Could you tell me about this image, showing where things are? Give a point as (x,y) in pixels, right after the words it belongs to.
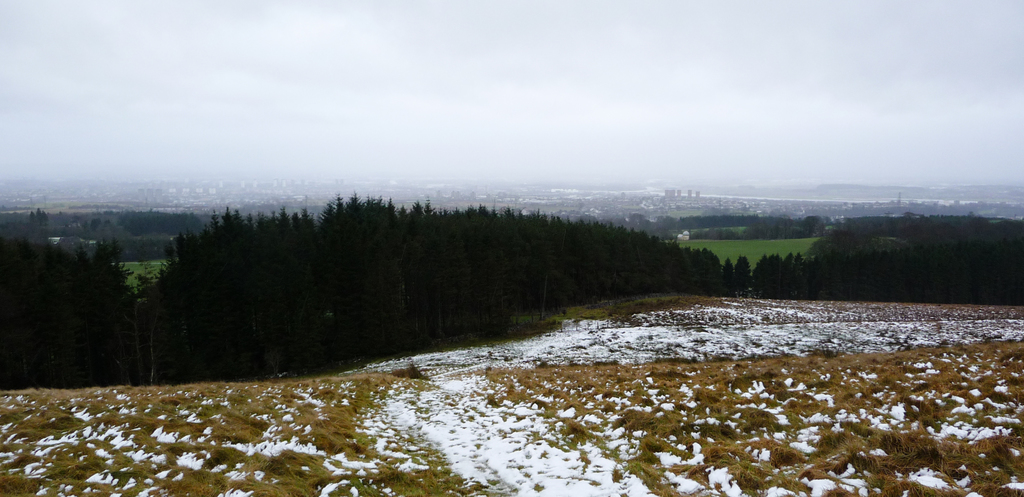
In this image at the bottom (631,408) there is snow (805,355) and grass (863,352), and in the background (371,319) there are trees (661,248), buildings (614,191), grass (765,245) and some towers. At the top (435,112) there is sky (554,112), and the sky (837,112) is cloudy.
